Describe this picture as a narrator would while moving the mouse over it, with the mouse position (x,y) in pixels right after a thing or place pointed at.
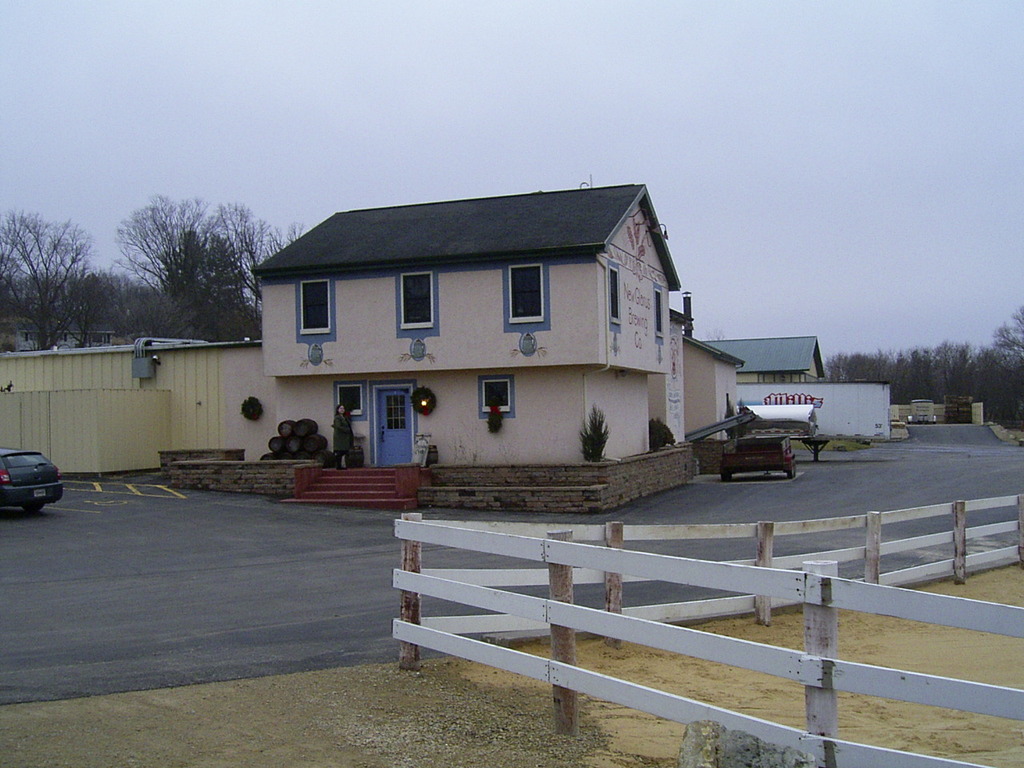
In the foreground of the picture (784,616) there are railing (753,659), sand (697,695) and stones (476,725). In the center of the picture (518,400) there are houses (311,372), trees (979,362), cart (759,466), vehicle (832,422), drums (313,436), plant (595,442), person (343,456), road (765,478) and other objects (964,416). Sky (796,147) is cloudy.
